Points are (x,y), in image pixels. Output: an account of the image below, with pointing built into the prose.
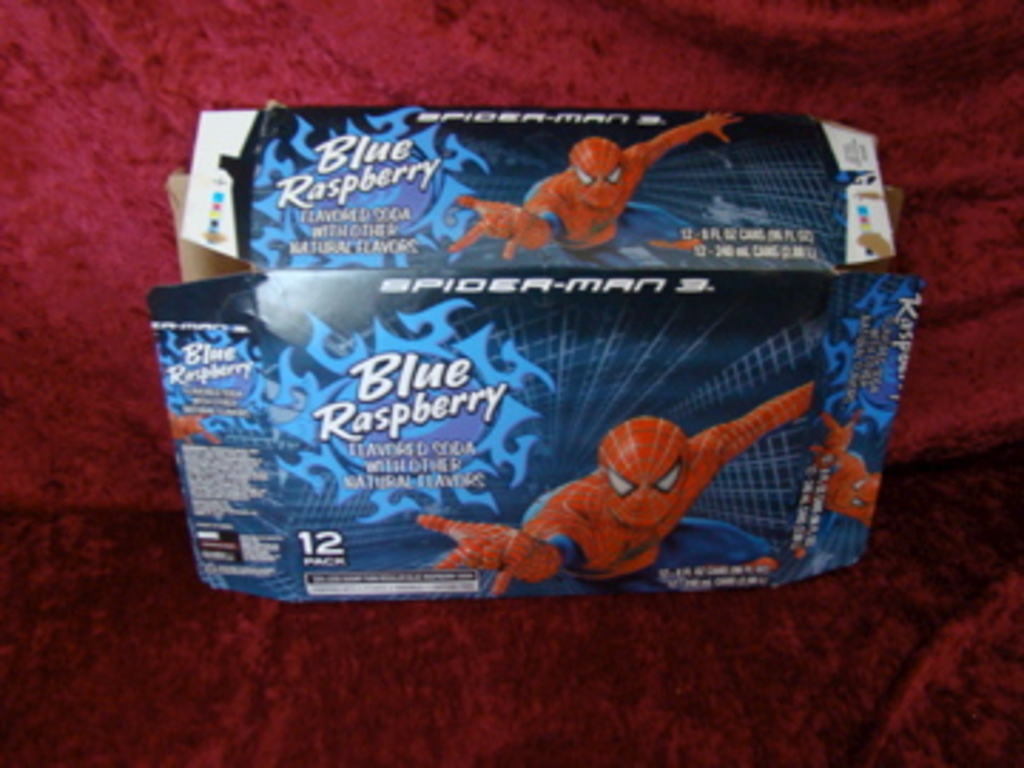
This Picture shows a box (364,366) on the red color cloth (698,635).
